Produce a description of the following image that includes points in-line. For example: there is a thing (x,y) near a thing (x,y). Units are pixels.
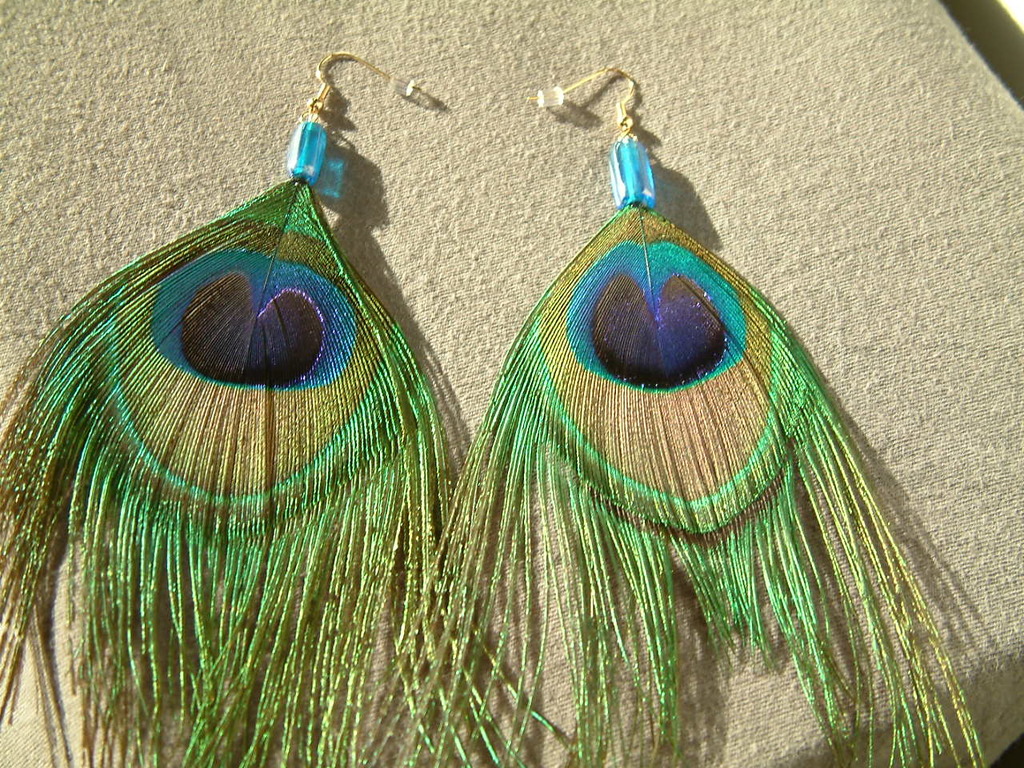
In this image we can see a pair of earrings (572,289) on the surface (513,275).
